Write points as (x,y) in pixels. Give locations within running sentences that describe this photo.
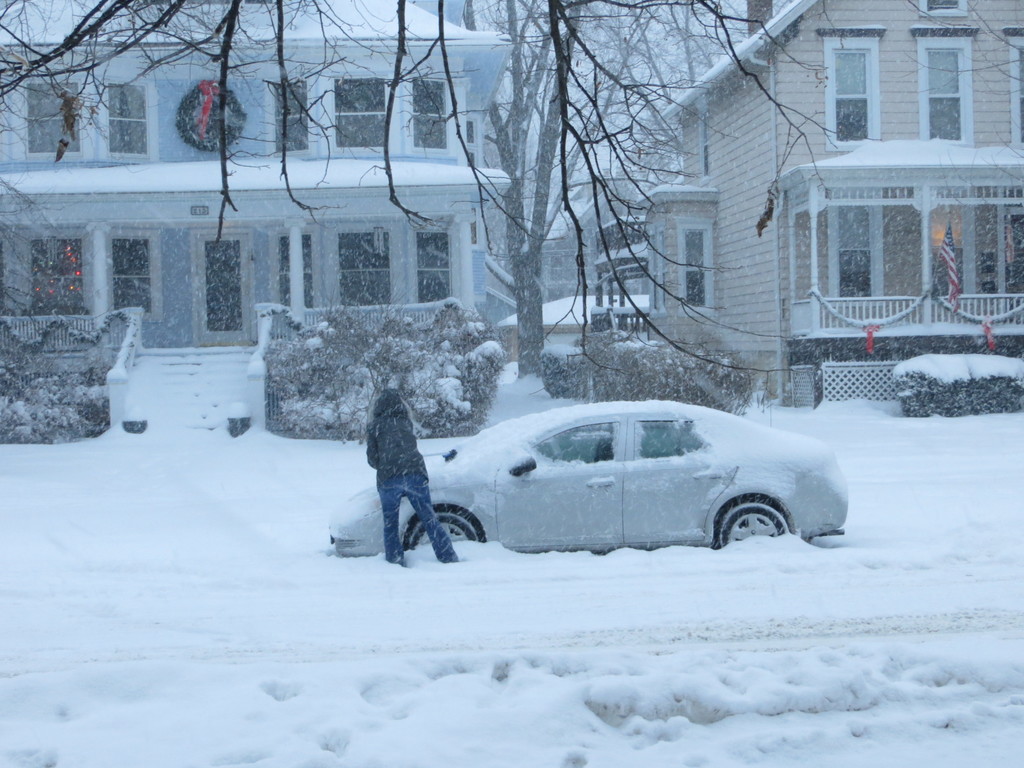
In this image I can see a car (735,462), plants (717,378), trees (530,17) and buildings (351,105) are covered with the snow (432,578). Here I can see the snow (498,347) falling. In the middle of the image (411,472) there is a person (404,482) wearing a jacket (406,450) and standing facing towards the back side (381,433).
